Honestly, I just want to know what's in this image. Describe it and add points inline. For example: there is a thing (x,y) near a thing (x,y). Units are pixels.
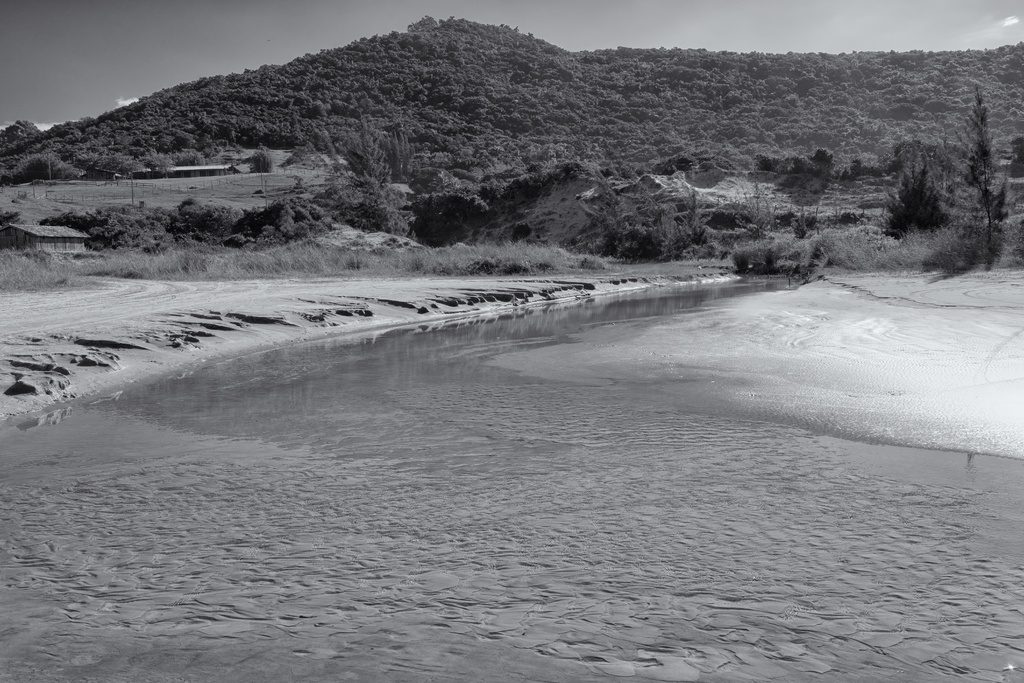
In this picture I can see there is a stream (946,486) and there is sand (1023,378) on the floor (276,304) and there is a mountain (619,122) in the backdrop (515,143) and it is covered with trees (555,119) and the sky (117,35) is clear.
